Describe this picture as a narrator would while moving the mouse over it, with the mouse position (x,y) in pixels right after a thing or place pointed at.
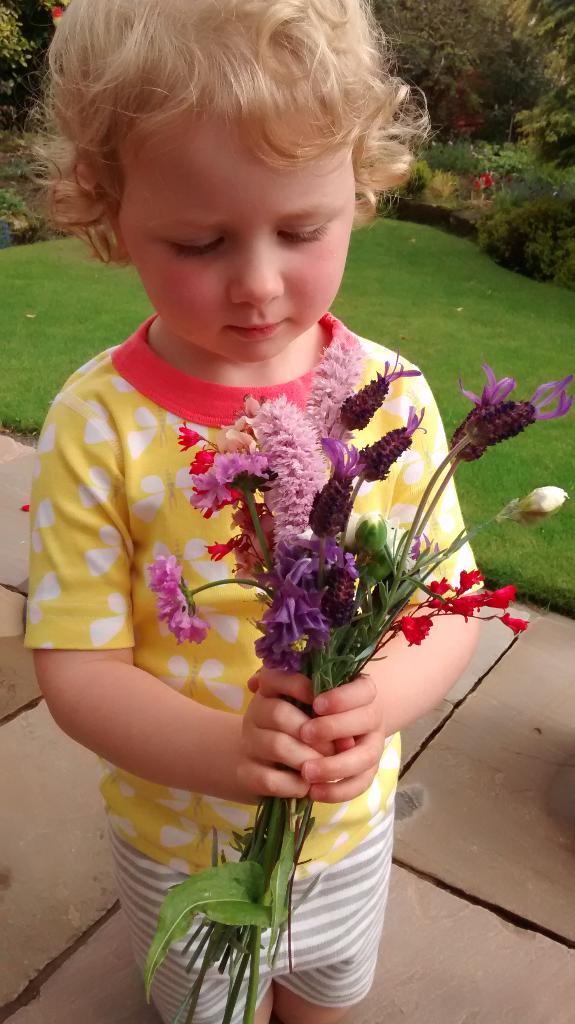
In this picture we can see a kid (254,276) holding a purple flower bouquet (316,592) with green leaves (208,902) & standing on a path (132,1013) surrounded by grass (19,396) and trees (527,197).
